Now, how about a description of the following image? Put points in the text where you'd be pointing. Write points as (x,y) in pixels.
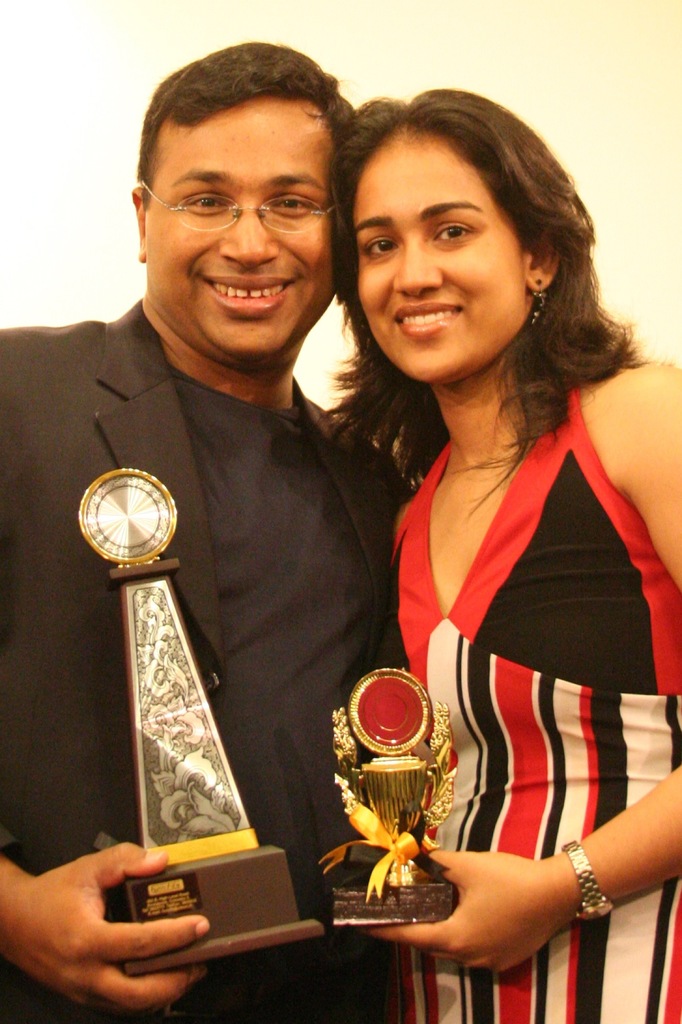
In this picture we can see a man (264,178) and a woman (674,691) holding trophies (439,808) with their hands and smiling.
